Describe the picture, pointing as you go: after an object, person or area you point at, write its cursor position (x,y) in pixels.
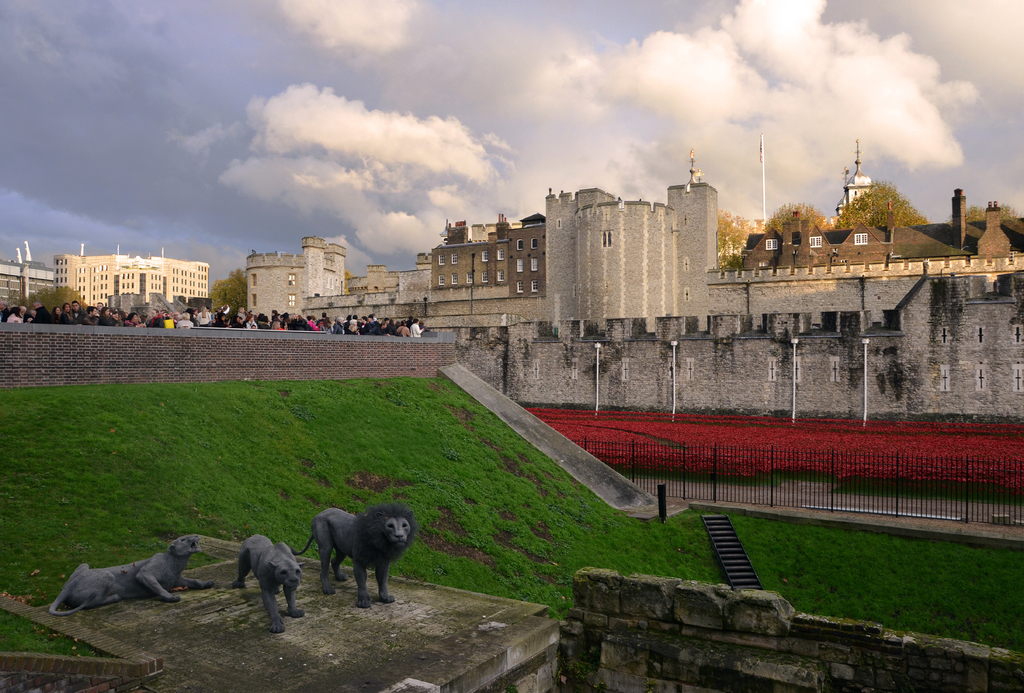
In this picture we can see some buildings (1016,413), some sculptures (302,552), grass (286,486) and some people (61,312) are standing in one place.
